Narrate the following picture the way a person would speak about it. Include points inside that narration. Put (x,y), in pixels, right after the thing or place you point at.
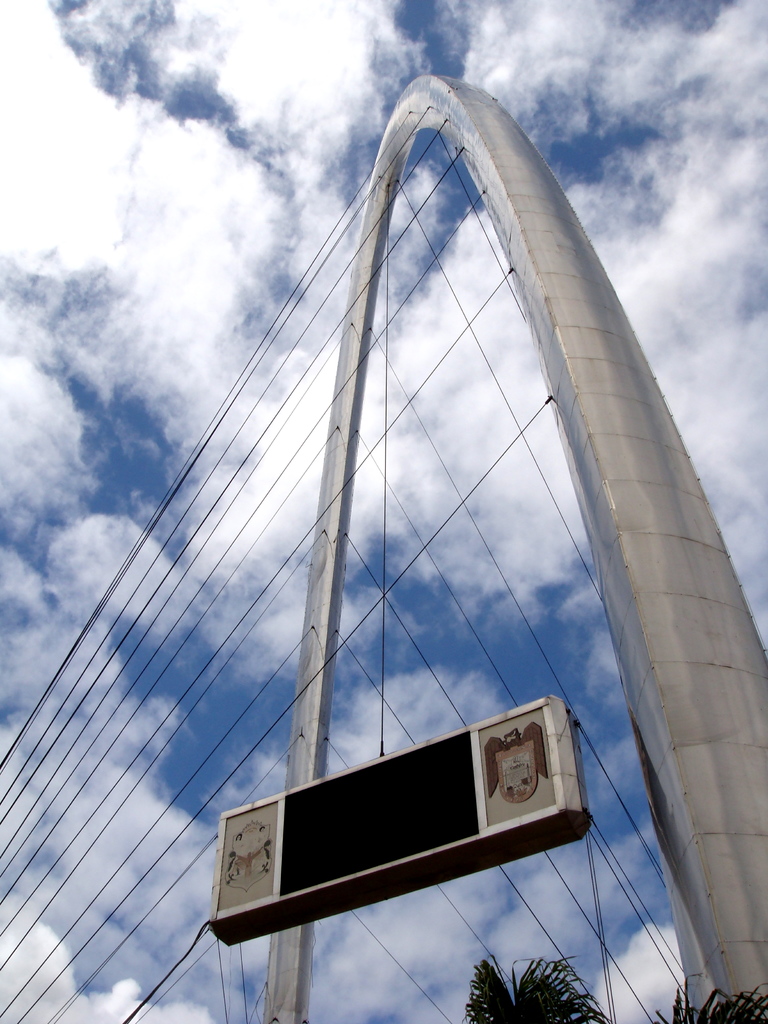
In the center of the image (311,597) we can see one arch (699,645), wires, one banner (323,830) and tree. In the background (269,578) we can see the sky (447,145) and clouds (634,950).
